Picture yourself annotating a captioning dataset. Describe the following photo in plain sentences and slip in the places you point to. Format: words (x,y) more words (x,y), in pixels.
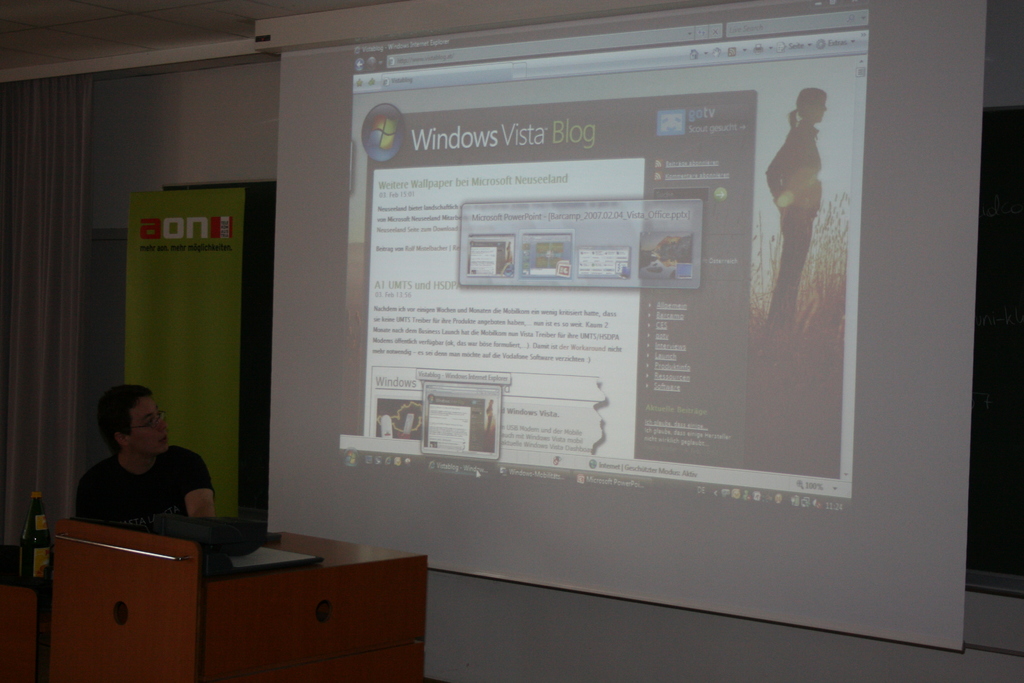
In the picture there is a wall (581,658), on the wall (94,115) there is a screen (305,119) with the text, beside there is a man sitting near the podium (293,680), there is a bottle (36,547) and a laptop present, there is a banner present with the text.
